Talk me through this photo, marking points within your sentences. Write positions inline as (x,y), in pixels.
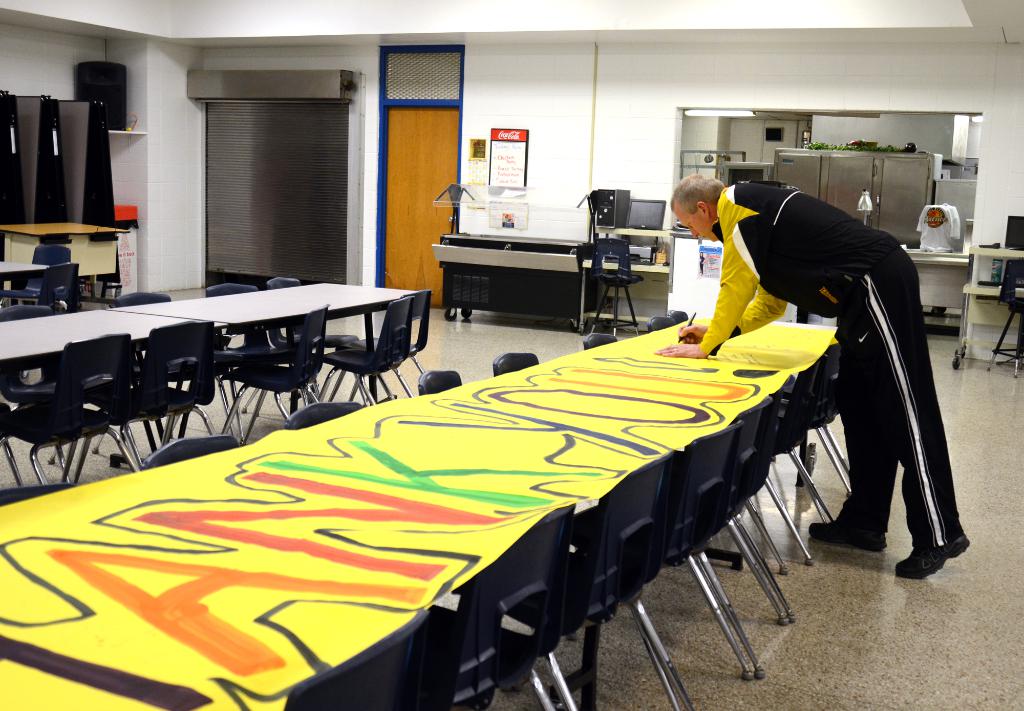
In this image i can see a inside view of building (310,279). on the right side (988,298) corner i can see a table (973,311) along with chair (998,351). On the right side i can see a table (650,393), on the table (513,462) i can see a yellow color paper (455,517) i can see a man (813,277) standing near to the table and his wearing yellow color shirt (735,309). On the middle corner (542,307) i can see a another table (551,244), beside that i can see a system (645,226) and back side there is a wall (579,161) and there is a paper (514,160) on the wall (567,154). in the left corner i can see a door (405,148). in the left corner (64,326) i can see a table (64,326), near to the table (104,325) i can see a chairs (55,301) and i can see a wall (39,59).
